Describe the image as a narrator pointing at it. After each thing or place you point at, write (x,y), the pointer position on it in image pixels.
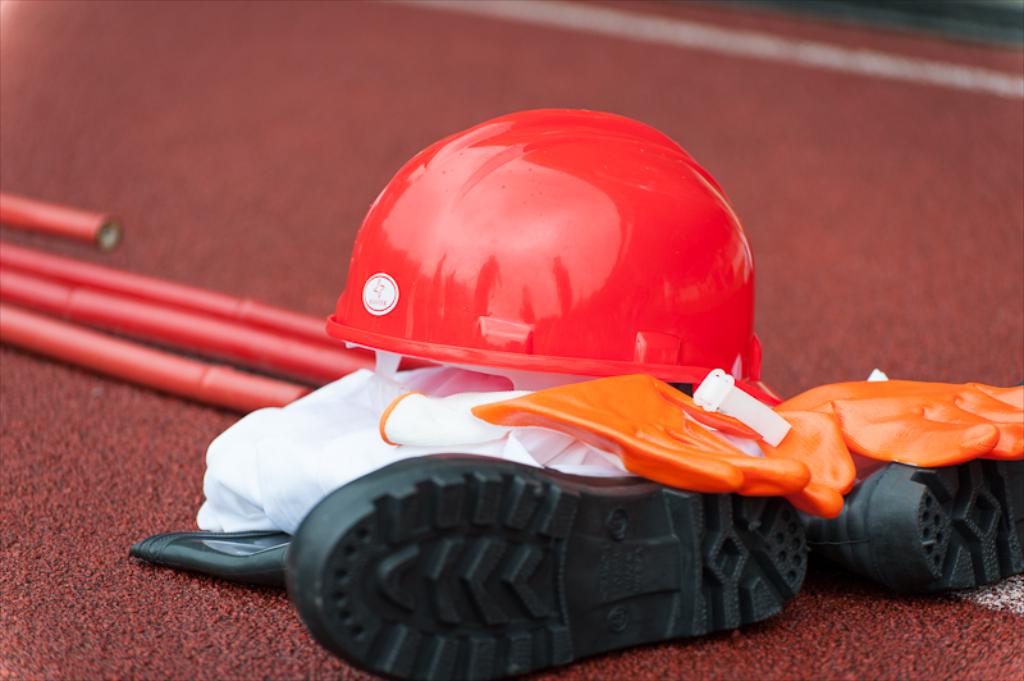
In this image we can see helmet (533,321), a pair of shoes (524,564), a pair of gloves (812,442) and sticks (248,326) placed on the floor (110,561).
